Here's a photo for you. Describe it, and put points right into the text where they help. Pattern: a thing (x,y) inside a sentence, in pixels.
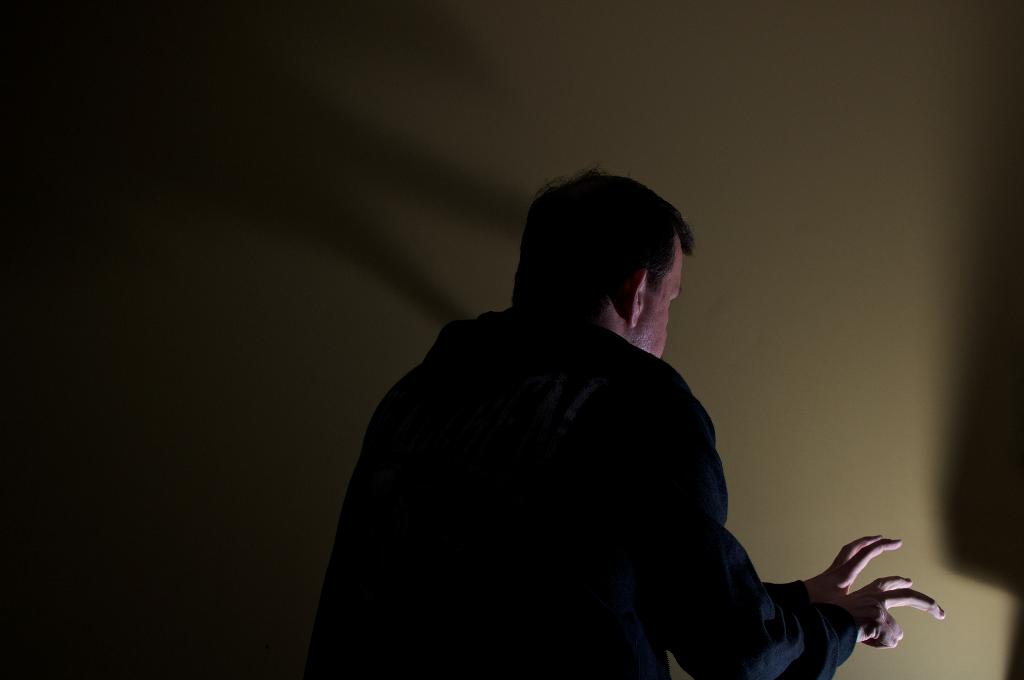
In this image I can see the person (421,487) with black color dress (492,492). In-front of the person (458,506) I can see the wall (807,250) which is in cream color.
